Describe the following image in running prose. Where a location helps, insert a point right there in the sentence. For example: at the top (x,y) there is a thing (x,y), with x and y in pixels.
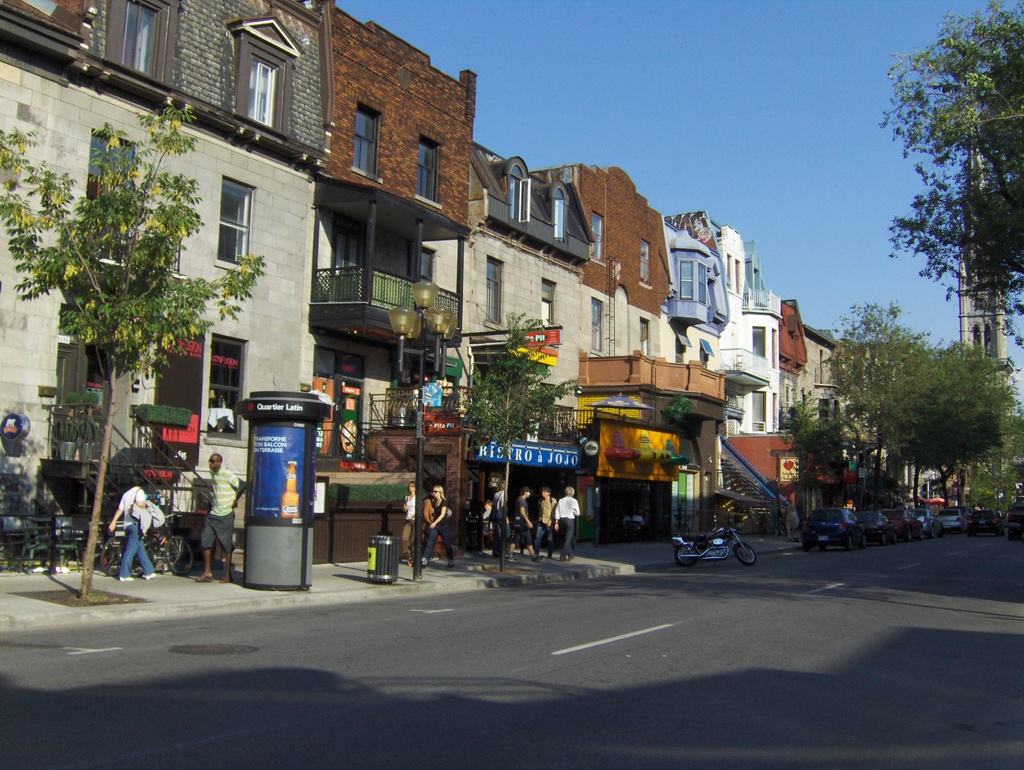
In this image I can see on the left side (229,502) few people (229,502) are walking on the footpath (555,562), there are buildings (391,345). On the right side (956,387) there are trees (997,199), at the top (713,46) it is the sky (709,60), at the bottom (810,759) it is the road (753,672).
